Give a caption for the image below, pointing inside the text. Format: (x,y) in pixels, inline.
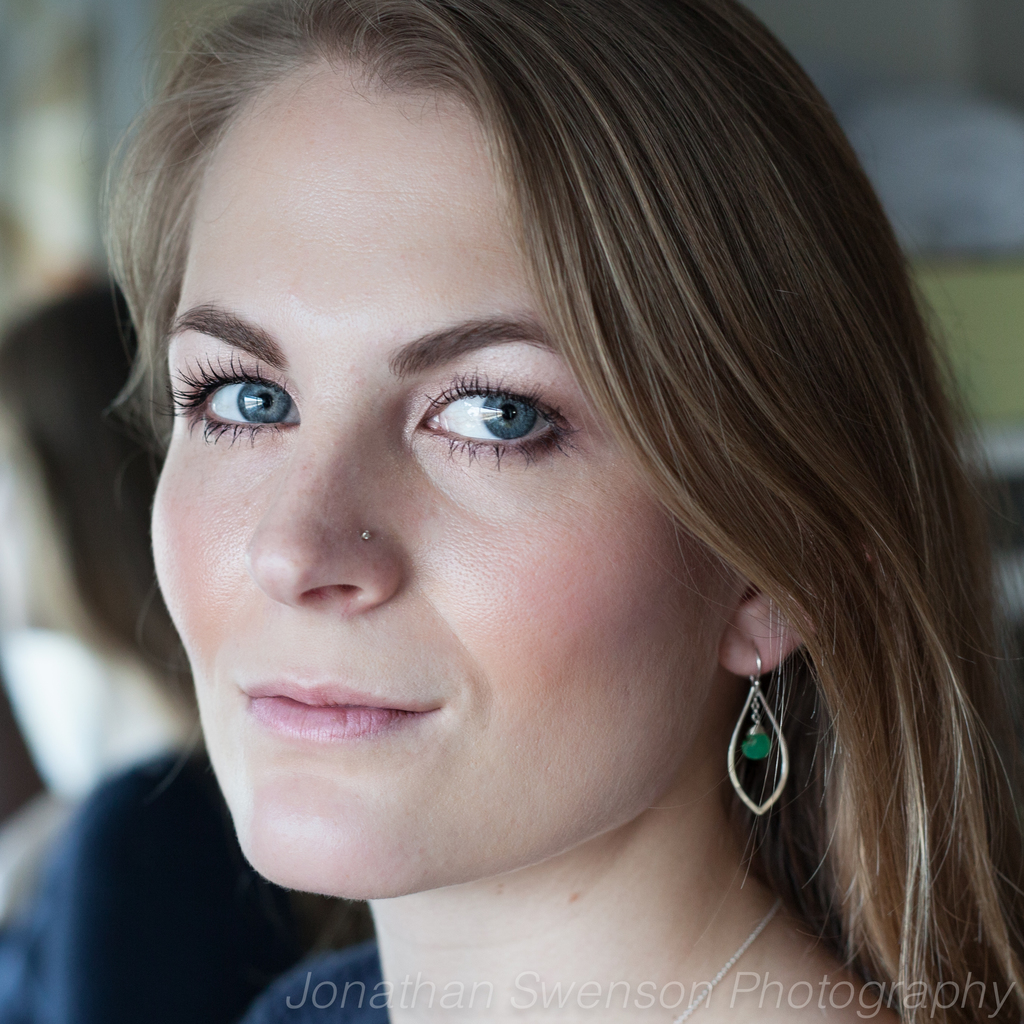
In this image, I can see the face (577,664) of the woman (626,798) smiling. She wore a nose ring (366,541) and an earring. The background (1023,603) looks blurry. This is the watermark (324,992) on the image.
